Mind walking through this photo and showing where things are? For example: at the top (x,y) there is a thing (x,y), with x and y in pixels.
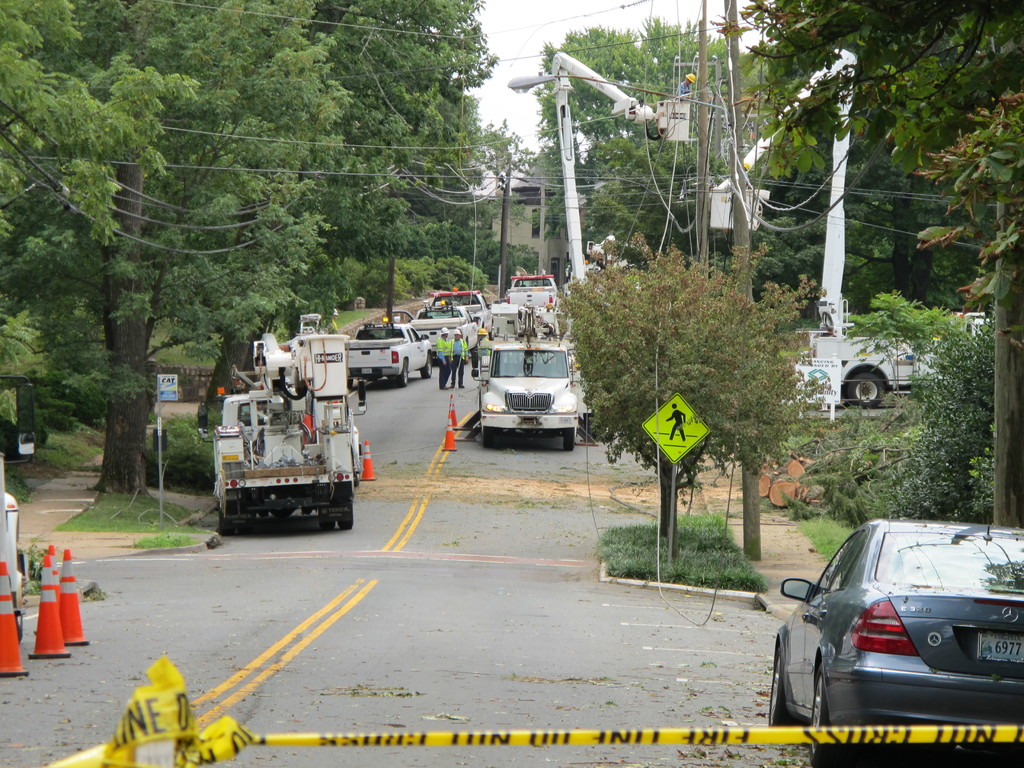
In the picture we can see a road (338,760) besides the road (338,760) we can see some vehicles (323,351) are parked and we can also see the trees (643,399), poles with wires (484,145) and near the cars (506,375) we can see some people (441,372) are standing and on the top of the trees (406,107) we can see a part of the sky (516,55).
